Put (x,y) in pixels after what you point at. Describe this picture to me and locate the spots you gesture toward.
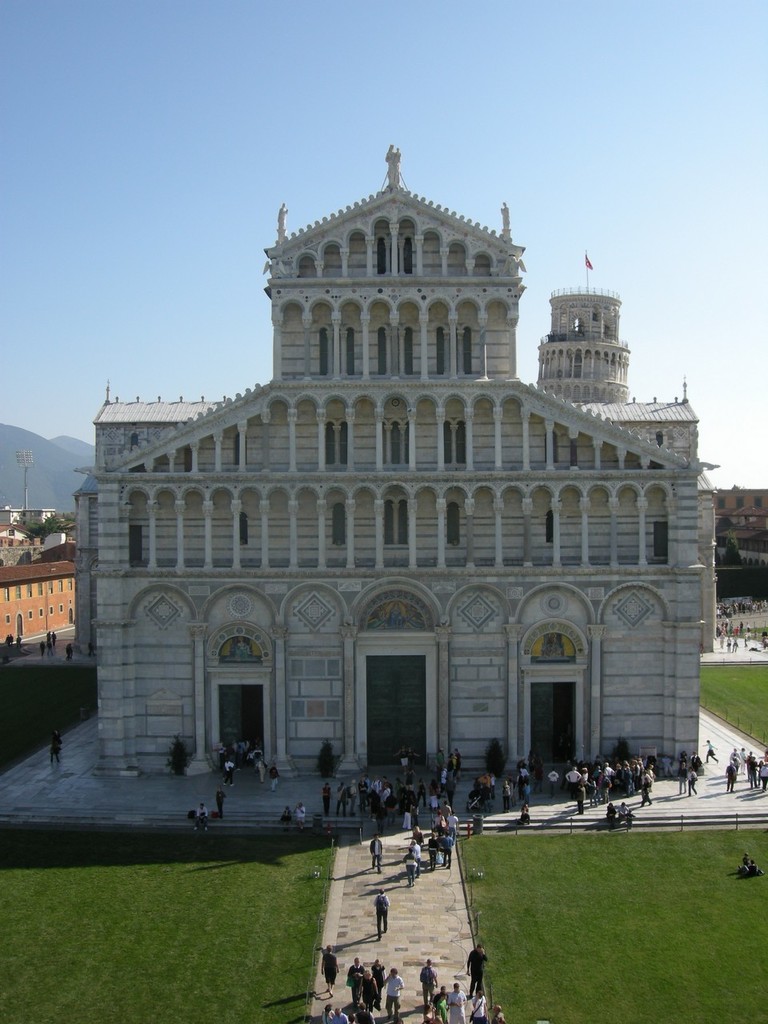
In this image in the front (217,918) there are persons (391,990), there's grass (545,951) on the ground (577,953). In the background (266,664) there are buildings (102,581), persons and there are mountains (62,465), at the top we can see sky (755,481).
